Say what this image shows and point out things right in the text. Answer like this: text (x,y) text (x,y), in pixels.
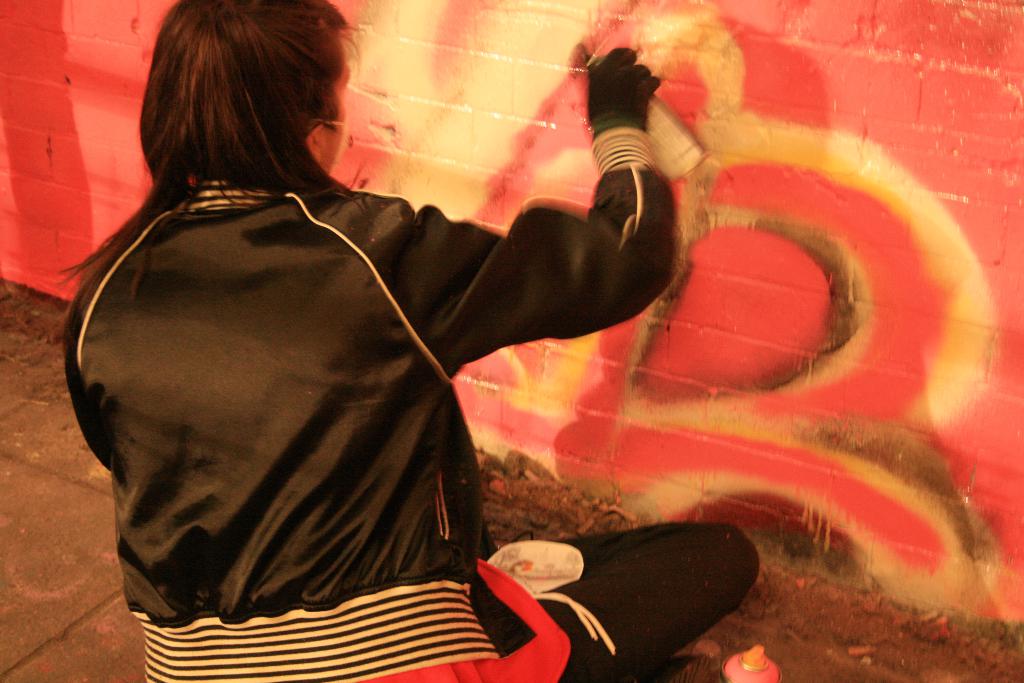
In the picture I can see a person (260,576) wearing black jacket (385,571) and gloves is sitting on the floor (37,578) and holding an object (658,149) in their hands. In the background (575,455), we can see the wall (794,308) on which we can see the red color paint (822,178).
